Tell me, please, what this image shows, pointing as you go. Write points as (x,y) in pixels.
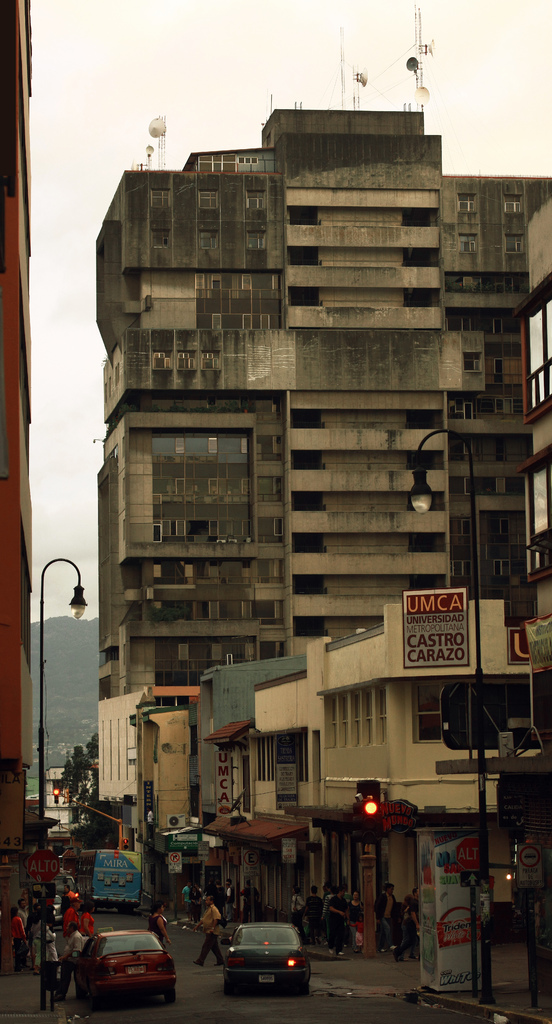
In this image there are buildings (204,544), on the buildings (214,495) there are few towers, in front of the building (188,651) there are few vehicles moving on the road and there are few people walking on the road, there are signals (361,809), street lights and poles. In the background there are mountains (94,698) and the sky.
